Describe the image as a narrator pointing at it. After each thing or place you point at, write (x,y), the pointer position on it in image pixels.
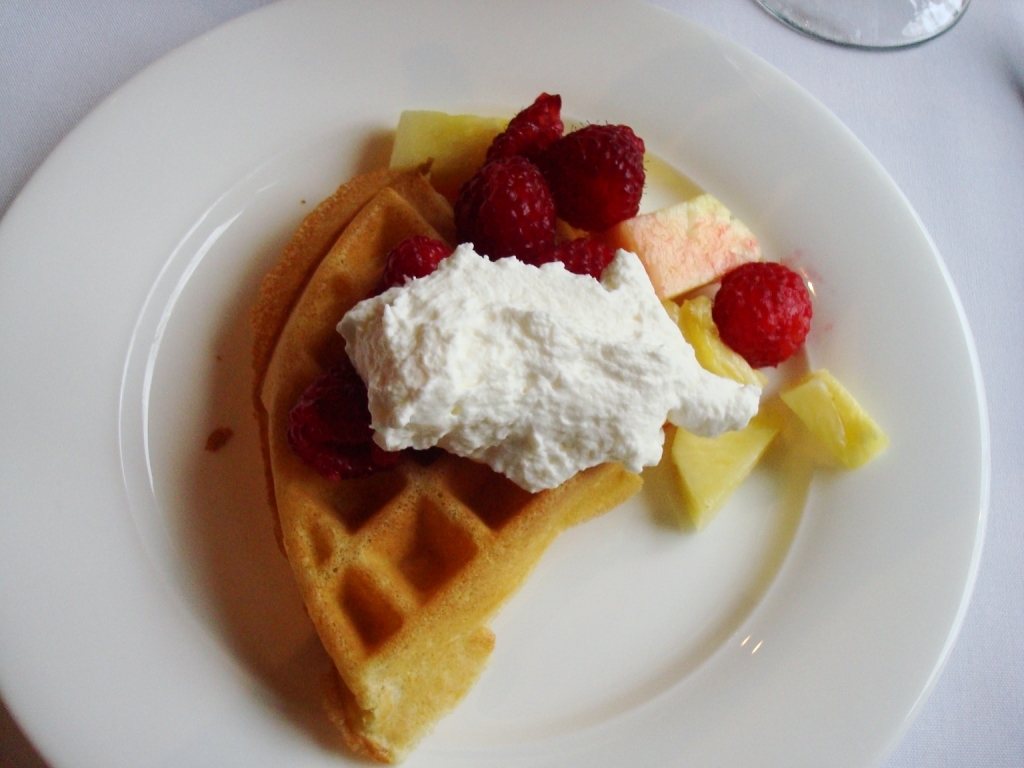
In this picture we can see some food (499,506) on the plate (722,712). There is a glass (906,48) on a white surface (962,739).
